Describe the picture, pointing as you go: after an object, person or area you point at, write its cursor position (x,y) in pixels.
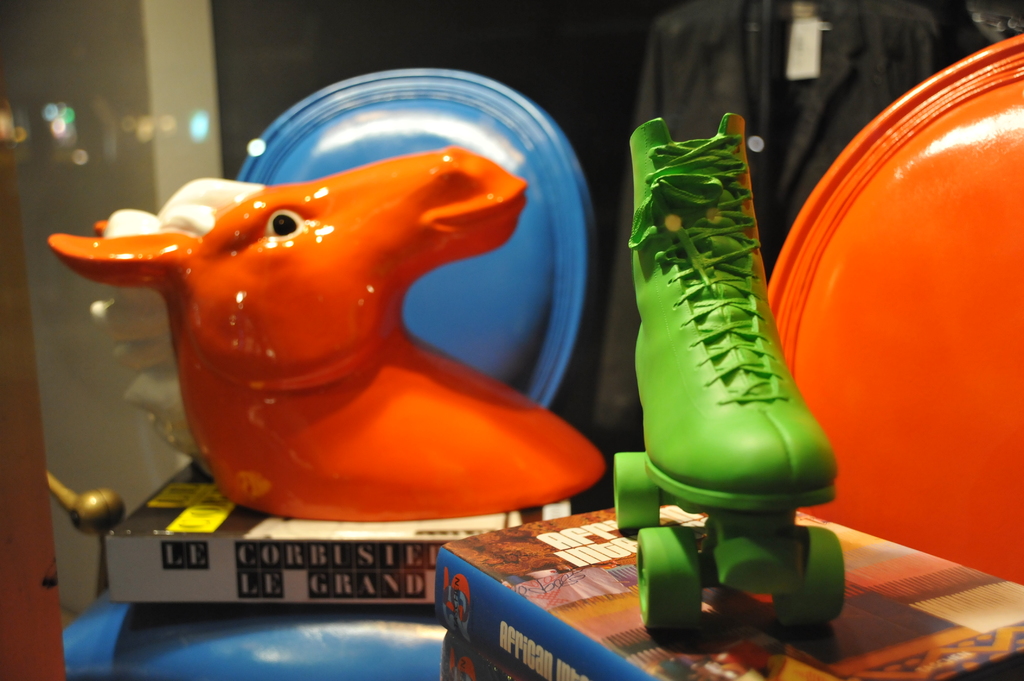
In this image I can see a green colour skating shoe (676,390). In the background (445,451) I can see few orange colour things (980,134), a cloth (726,23) and I can see few boxes (412,588) over here. On these boxes (441,563) I can see something is written.
